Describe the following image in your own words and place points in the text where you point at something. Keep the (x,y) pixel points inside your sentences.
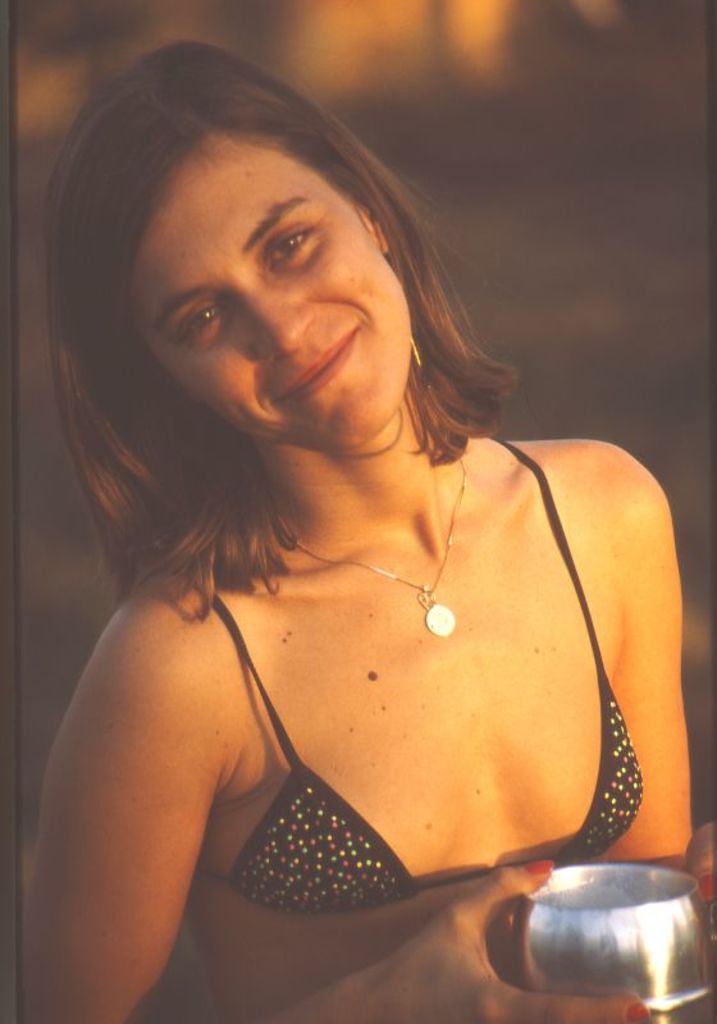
In the picture I can see a woman (373,367) and there is a smile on her face (359,233). She is holding a stainless steel glass (667,1017) in her right hand (478,988) and I can see a chain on her neck (451,491).
